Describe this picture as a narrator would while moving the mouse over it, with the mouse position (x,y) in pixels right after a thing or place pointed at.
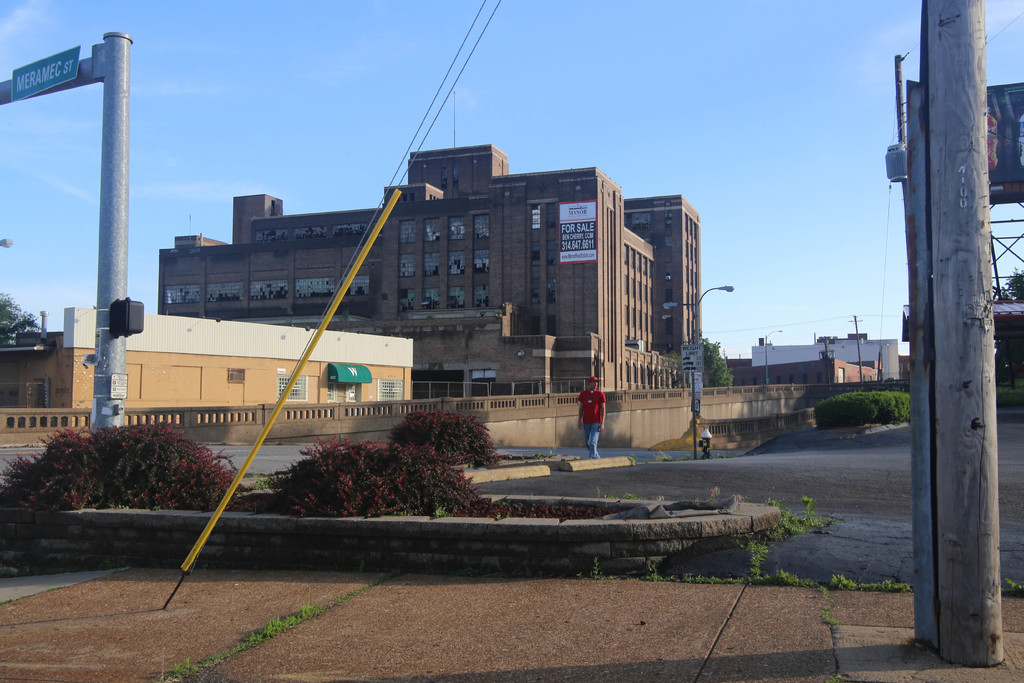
This image is taken outdoors. At the top of the image (232,153) there is a sky (195,139) with clouds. At the bottom of the image (471,598) there is a road (875,576). On the right side of the image (922,594) there are two poles (939,250) and there is a board (994,90). There are a few trees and plants (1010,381). In the middle of the image (498,372) there are a few buildings (561,342) and houses (324,387) with walls (508,287), windows (316,294), doors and roofs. There is a railing (329,411). There are a few poles (698,326) with street lights (699,313) and there is a board (66,80) with a text (43,75) on it. A man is walking on the road (664,473).
